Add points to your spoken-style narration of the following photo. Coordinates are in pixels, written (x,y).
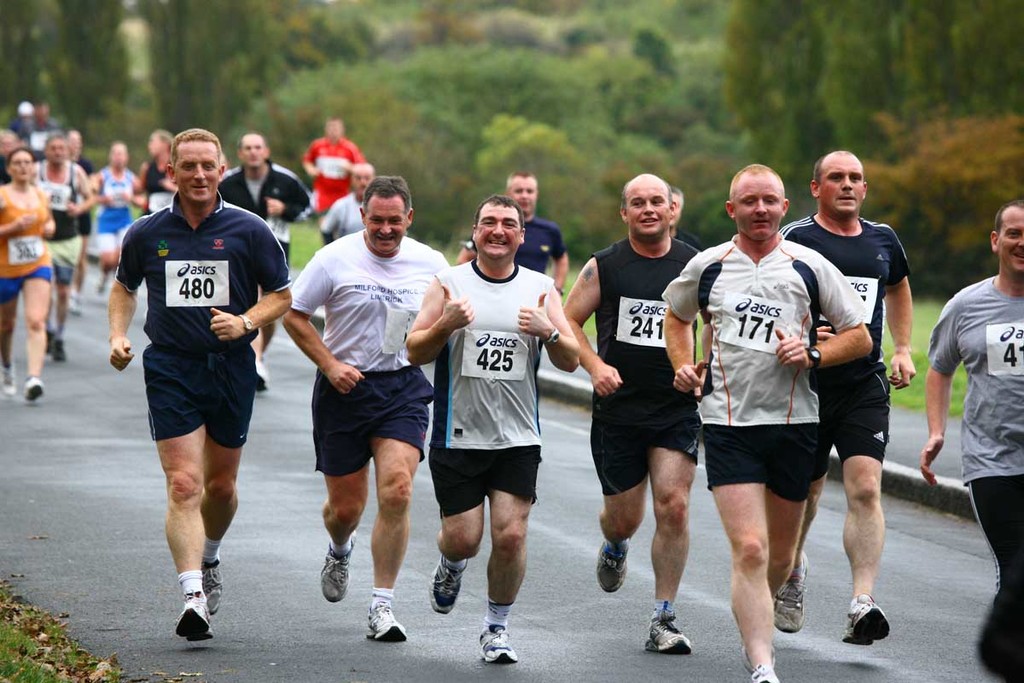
In the picture we can see a road (310,608) on it, we can see some men (213,453) are running and they are wearing a T-shirt (250,254) and numbers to it and some set of people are also running behind them and beside the road (426,465) we can see grass surface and on it we can see some plants (624,170), trees (561,132).
